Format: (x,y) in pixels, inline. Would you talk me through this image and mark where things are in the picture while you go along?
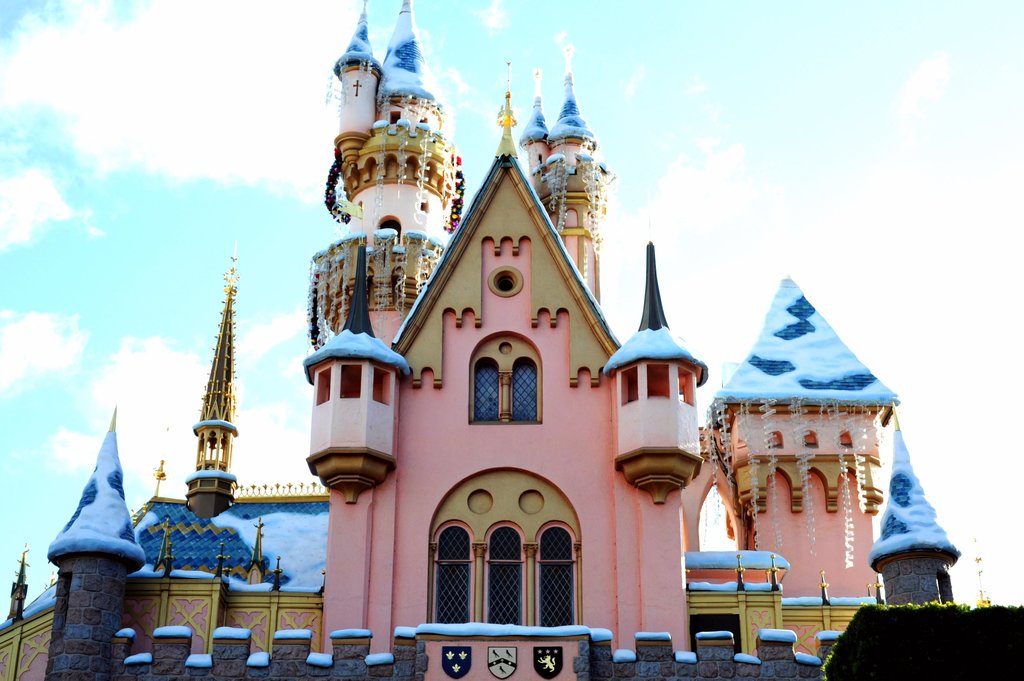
In this picture I can see the castle (615,605). In the center (531,404) I can see windows (531,421). At the top (719,51) I can see the sky (698,44) and clouds (1013,356).
